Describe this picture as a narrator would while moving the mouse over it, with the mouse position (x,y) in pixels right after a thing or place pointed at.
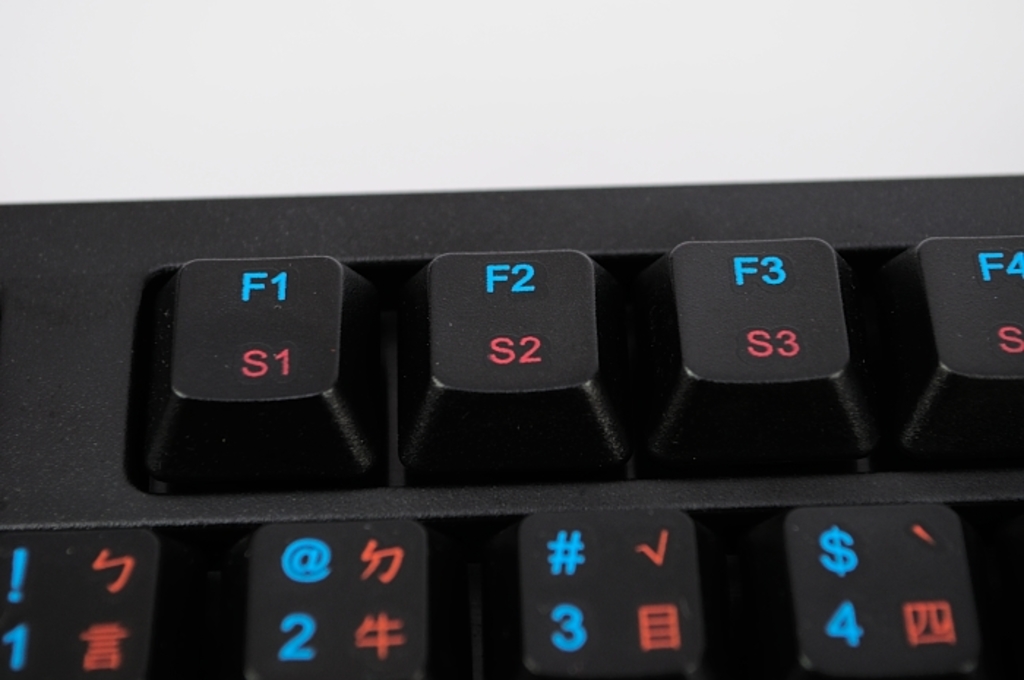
In this picture we can see the black keyboard keys (967,579). On the keys (265,313) there are letters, numbers (841,614) and symbols (574,556).
